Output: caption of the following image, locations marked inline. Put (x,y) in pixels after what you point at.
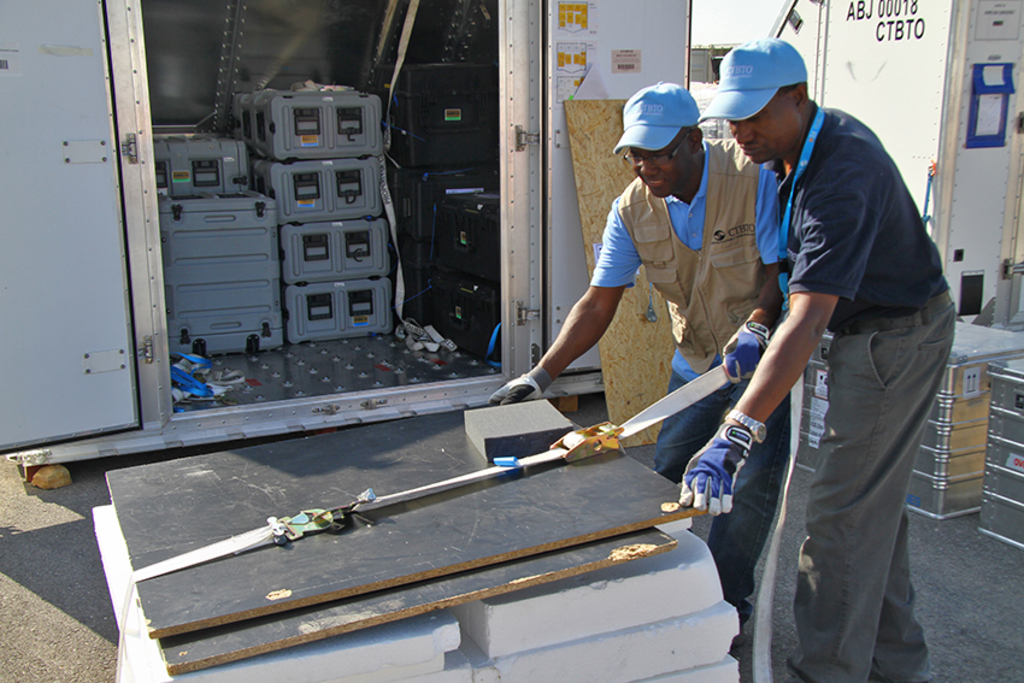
In the picture we can see two men (886,308) are standing and holding a wooden plank (480,526) which is on the foam blocks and the two men (919,289) are in T-shirts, blue caps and gloves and beside the wooden plank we can see a store box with some boxes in it and door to it and behind men (926,371) we can see metal boxes (937,427) and a wall (989,291) beside it.
